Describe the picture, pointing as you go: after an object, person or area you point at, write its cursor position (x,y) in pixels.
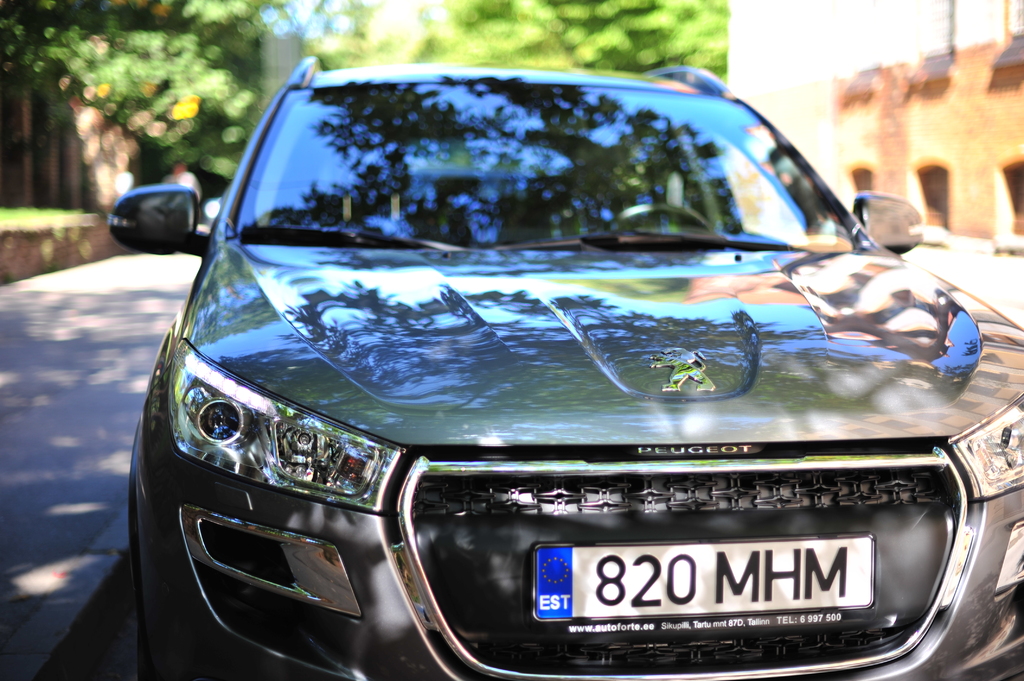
In this image I can see a car (570,350) and here I can see something is written. In the background (935,131) I can see few trees (211,142), a building (907,167) and I can see this image is little bit blurry from background.
